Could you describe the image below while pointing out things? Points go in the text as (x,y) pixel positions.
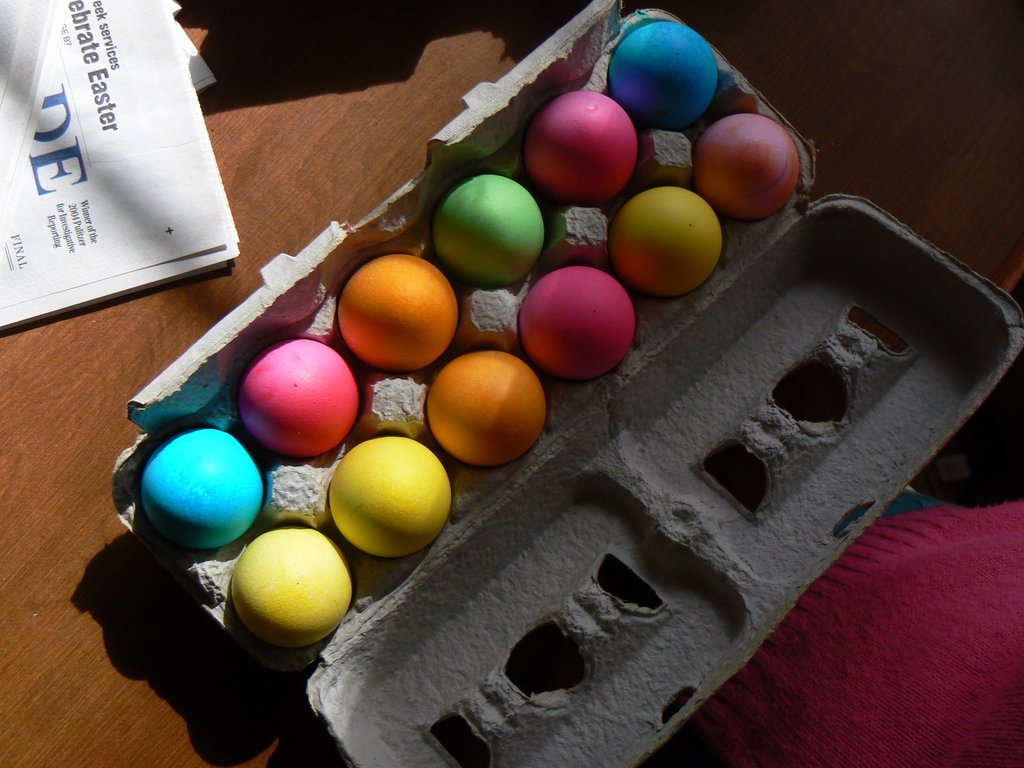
In the image we can see wooden surface (76,388), paper (58,166) and colorful eggs (392,336), this is a container (427,429).
